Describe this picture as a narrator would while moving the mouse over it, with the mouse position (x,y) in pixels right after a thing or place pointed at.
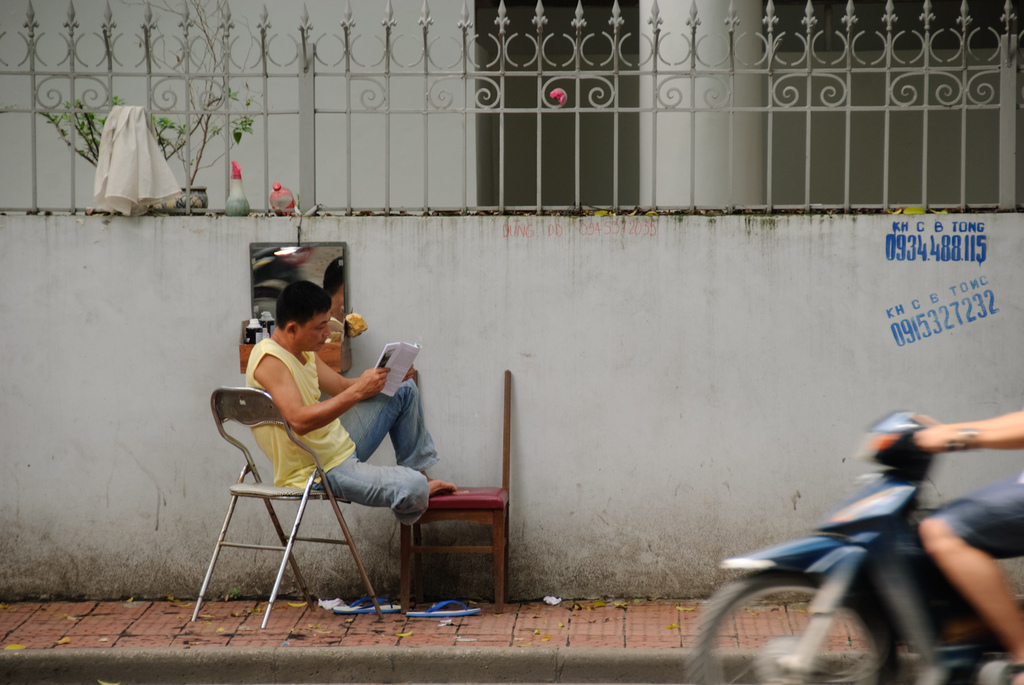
This man (307,305) is sitting on a chair (313,458) and holds paper (393,363). In-front of this man (311,338) there is a mirror (254,305). This is fence (301,100). Beside this fence (180,113) there is a plant (180,135). Vehicles (858,599) are travelling on road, as there is a motion.
